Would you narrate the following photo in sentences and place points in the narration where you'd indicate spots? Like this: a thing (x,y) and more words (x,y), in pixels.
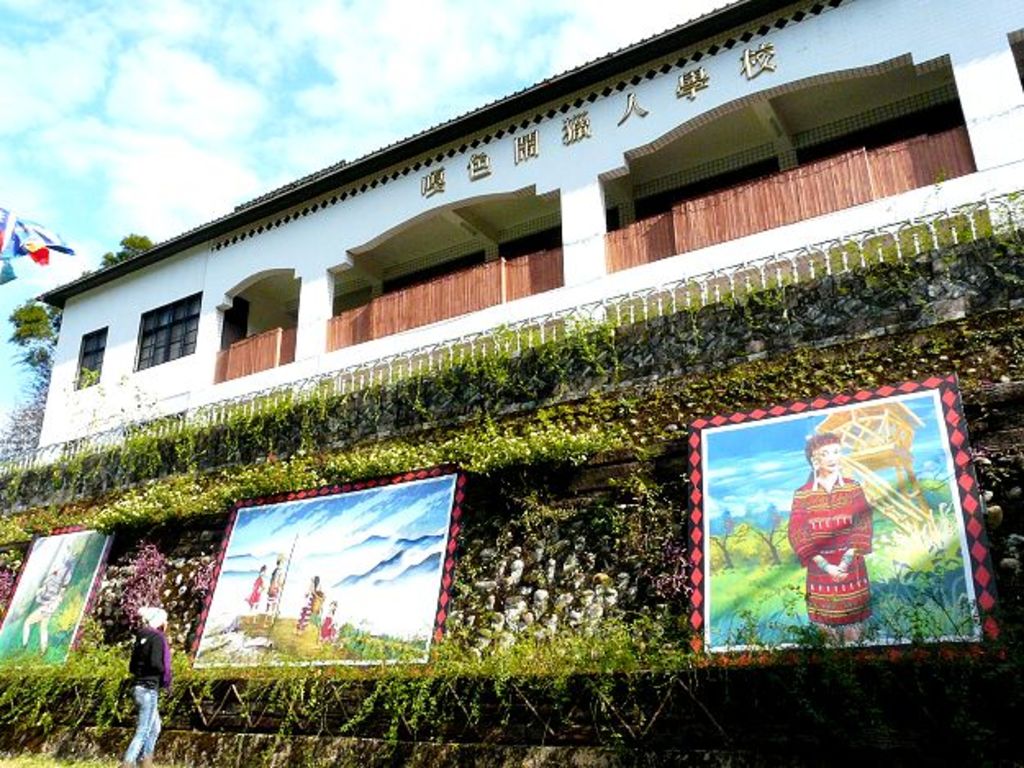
In this picture I can see a building (604,240) and few plants (459,694) and trees (40,358) and I can see few painted photo frames (356,621) and I can see a woman (136,730) standing and watching and I can see couple of flags (58,244) and a cloudy sky (144,222).
